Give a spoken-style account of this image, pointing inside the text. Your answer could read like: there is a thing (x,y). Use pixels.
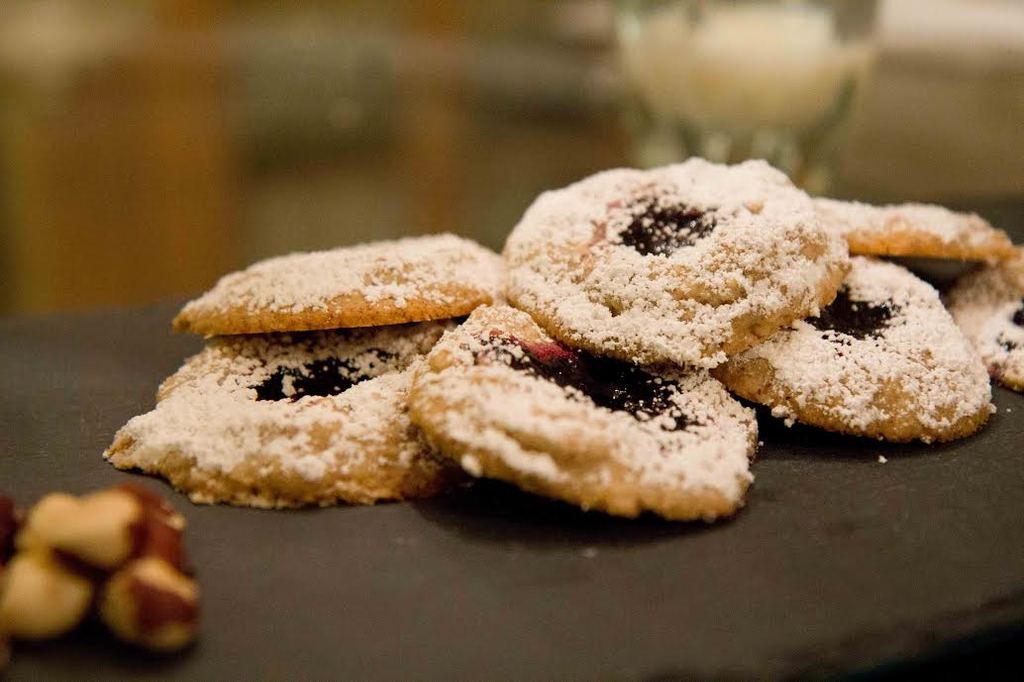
In this image we can see some food (561,372) on an object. There is a blur background (863,71) in the image.
